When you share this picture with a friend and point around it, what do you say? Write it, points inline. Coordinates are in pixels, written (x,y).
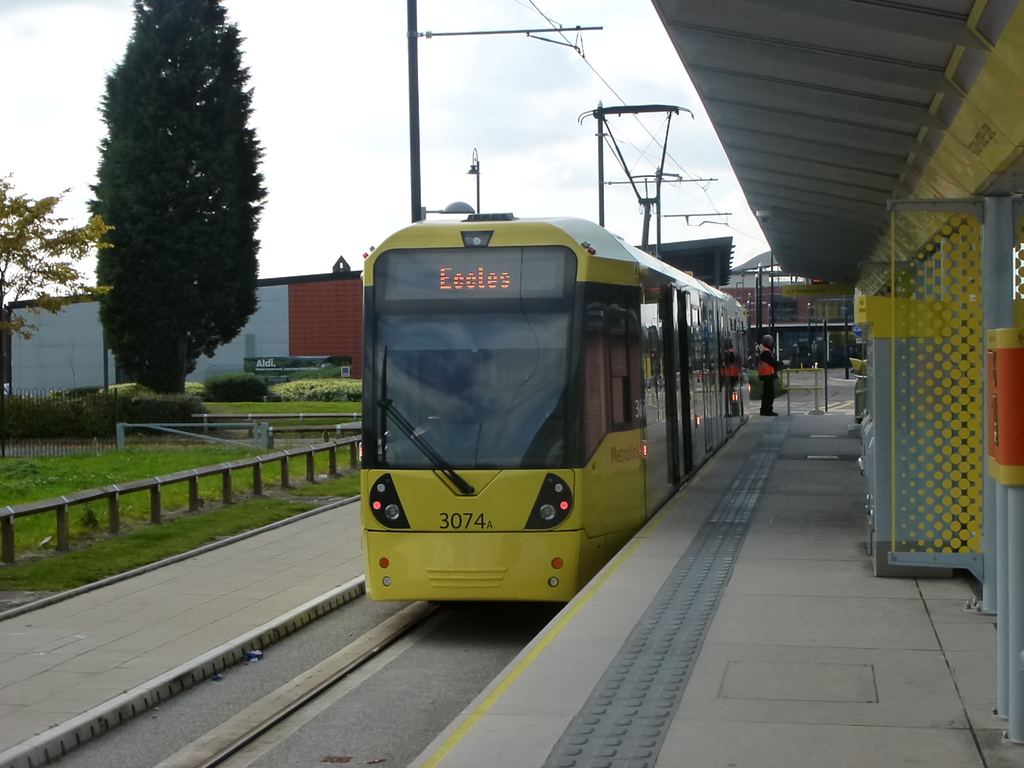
In this image we can see a train (443,269) on a railway track (402,606), there is some text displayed on top of the train (476,317), on the right side of the train (733,369) there is a shed (909,509), houses (817,313) and a person (767,404) is standing on the platform (792,487), on the left side of the image (157,416) there are trees (70,303), plants (143,417), railings (116,440) and houses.
